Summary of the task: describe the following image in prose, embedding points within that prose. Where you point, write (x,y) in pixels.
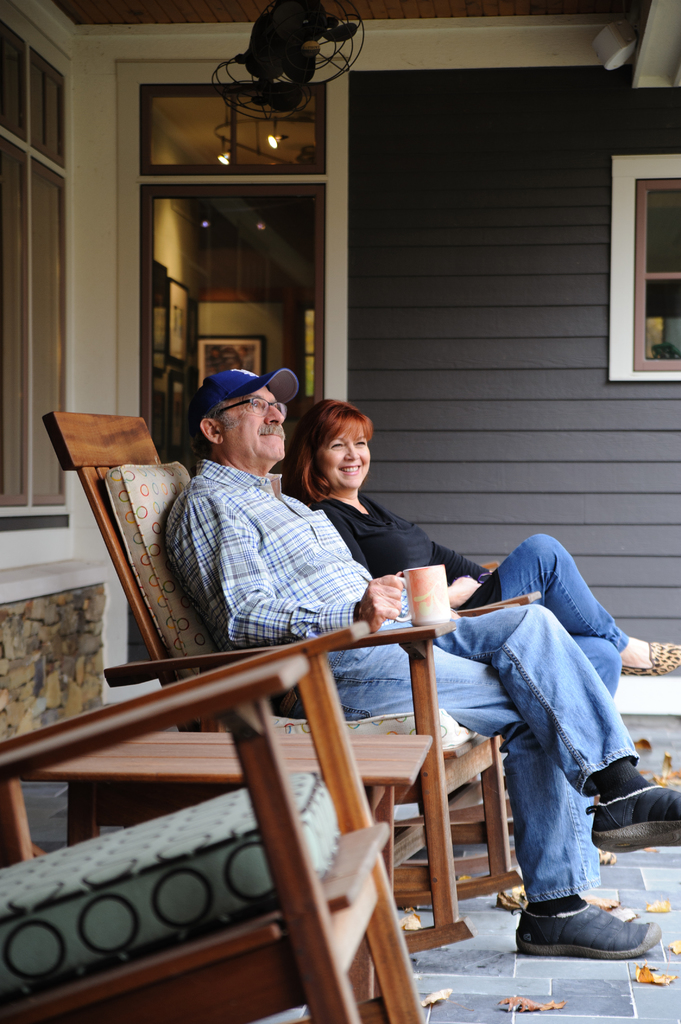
There is a man (306,588) in blue dress (286,580) is wearing a cap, spectacles (258,410) is holding a cup (413,608) and sitting on a chair (419,724). Near to him a lady (417,531) is sitting and smiling. There is a table (391,762). In the background (226,264) there is a wall (430,240), door (316,342), photo frame (202,336), a fan (305,50) and a window (629,292) is there.
